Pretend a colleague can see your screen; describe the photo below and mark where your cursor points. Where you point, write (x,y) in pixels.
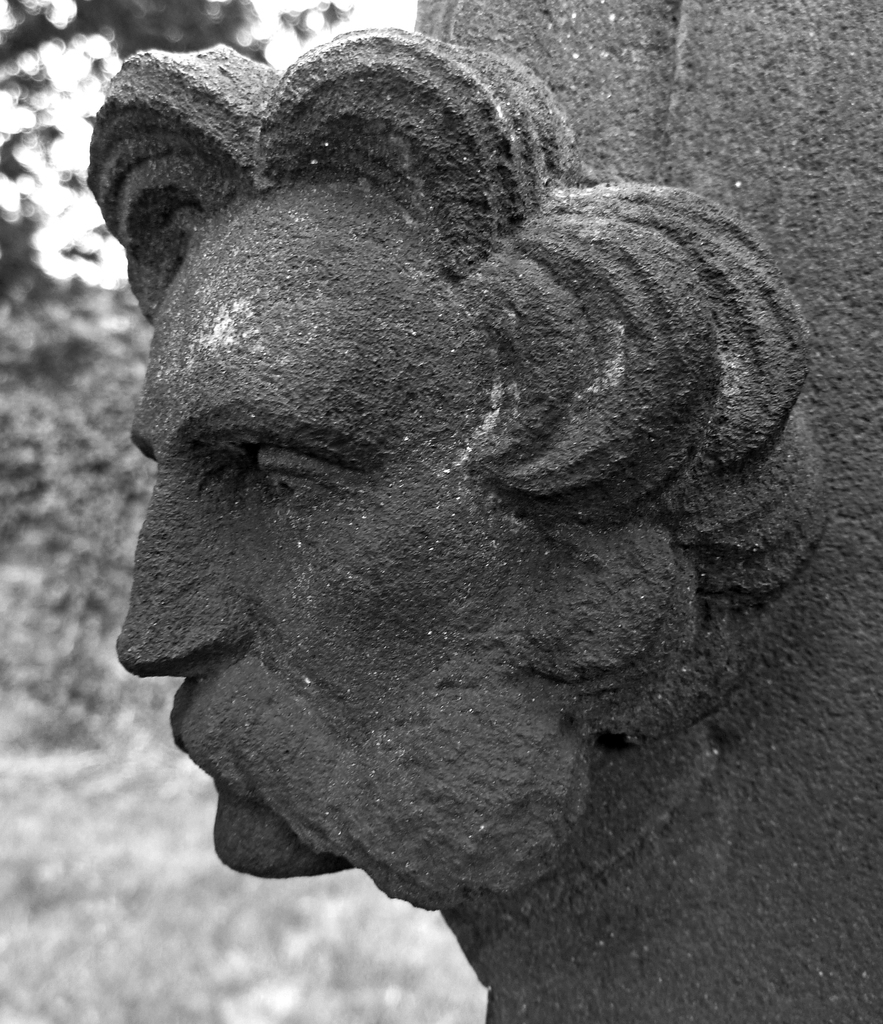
In this image I can see a sculpture (308,533). In the background (81,477) there are some trees (25,655). At the bottom (159,979), I can see the ground (233,967). This is a black and white image.
